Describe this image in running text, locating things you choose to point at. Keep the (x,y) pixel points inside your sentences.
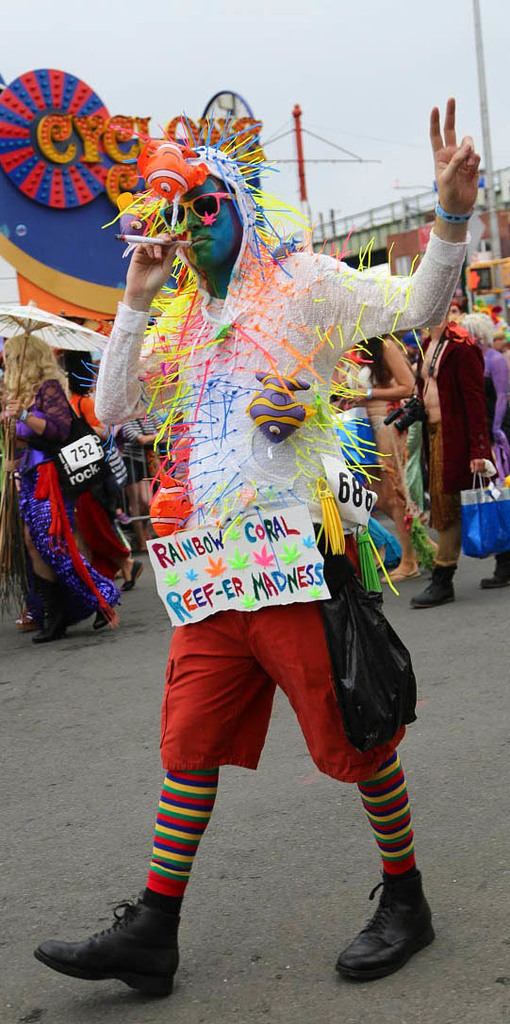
In this image I can see a person (383,825) in fancy dress (322,645) and he is holding an object (162,241). Also in the background (63,414) there are group of people (94,404) with fancy dresses (503,482), there are some objects (204,139) and there is sky (216,84).
